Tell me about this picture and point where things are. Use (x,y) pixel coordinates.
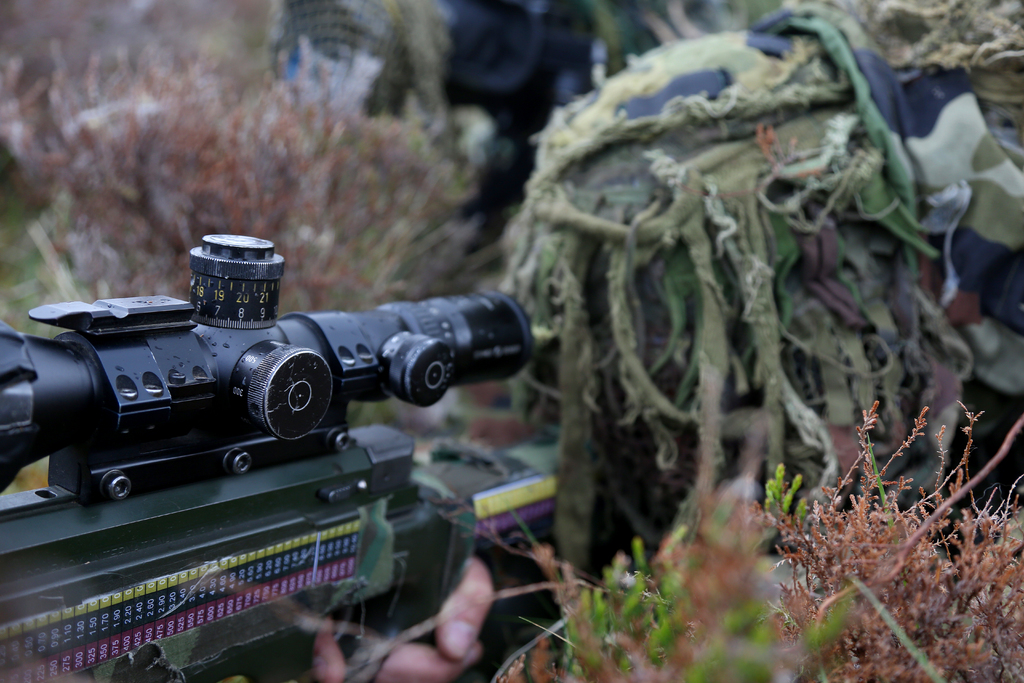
A person (779,296) is holding a weapon (453,507). Background (377,12) it is blur. Here we can see plants (911,563).
